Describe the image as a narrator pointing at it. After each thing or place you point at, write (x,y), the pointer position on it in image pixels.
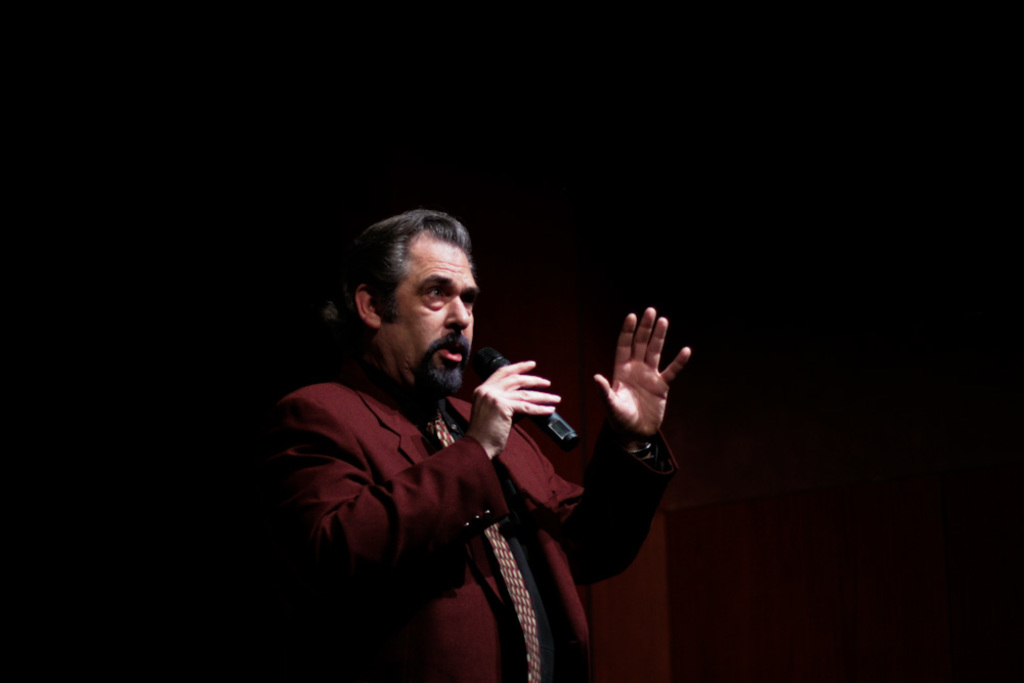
This is an image clicked in the dark. In the middle of the image (449,364) I can see a man (378,480) wearing a suit (385,488) and holding a mike (488,373) in his right hand (488,394) and speaking.
